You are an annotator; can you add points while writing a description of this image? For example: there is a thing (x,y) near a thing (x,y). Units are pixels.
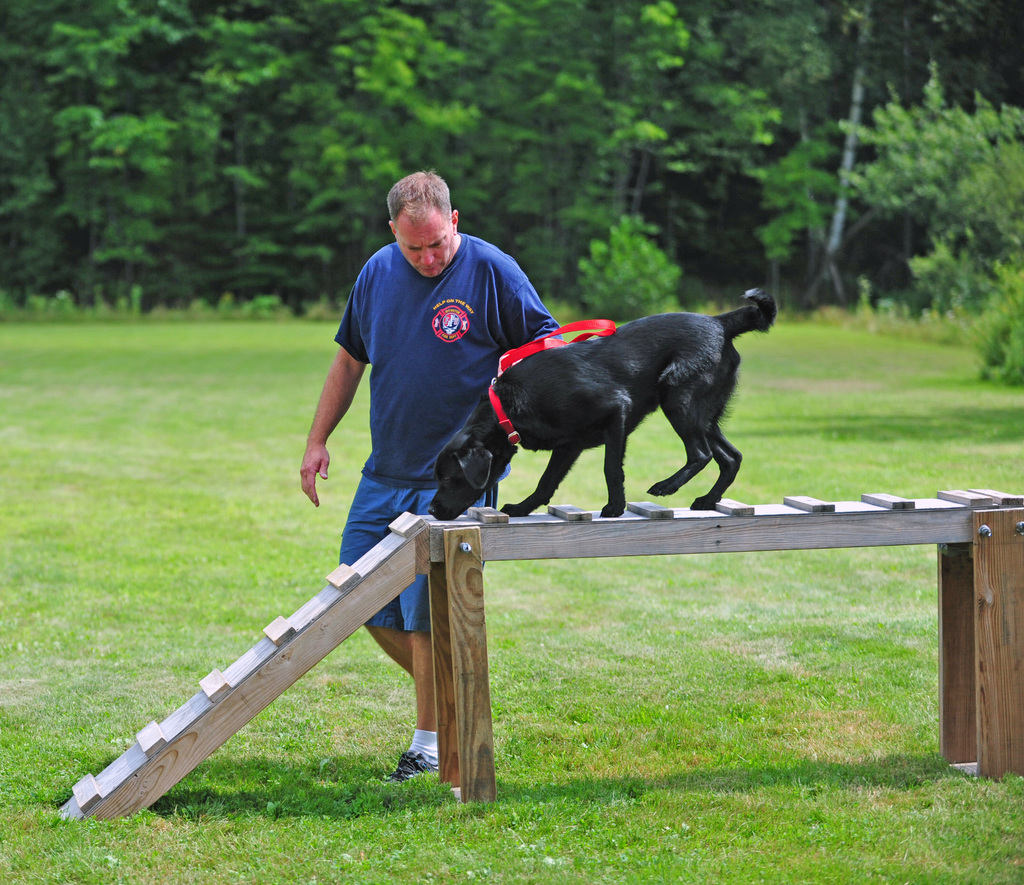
In this picture, there is a man (520,289) holding a dog (529,364) which is in walking on the wooden structure (443,573). The person (411,368) is wearing a navy blue t shirt (405,392) and blue shorts (383,517). The dog (669,345) is in black in color. At the bottom (698,761), there is grass (680,728). On the top (392,38), there are trees (597,188).
